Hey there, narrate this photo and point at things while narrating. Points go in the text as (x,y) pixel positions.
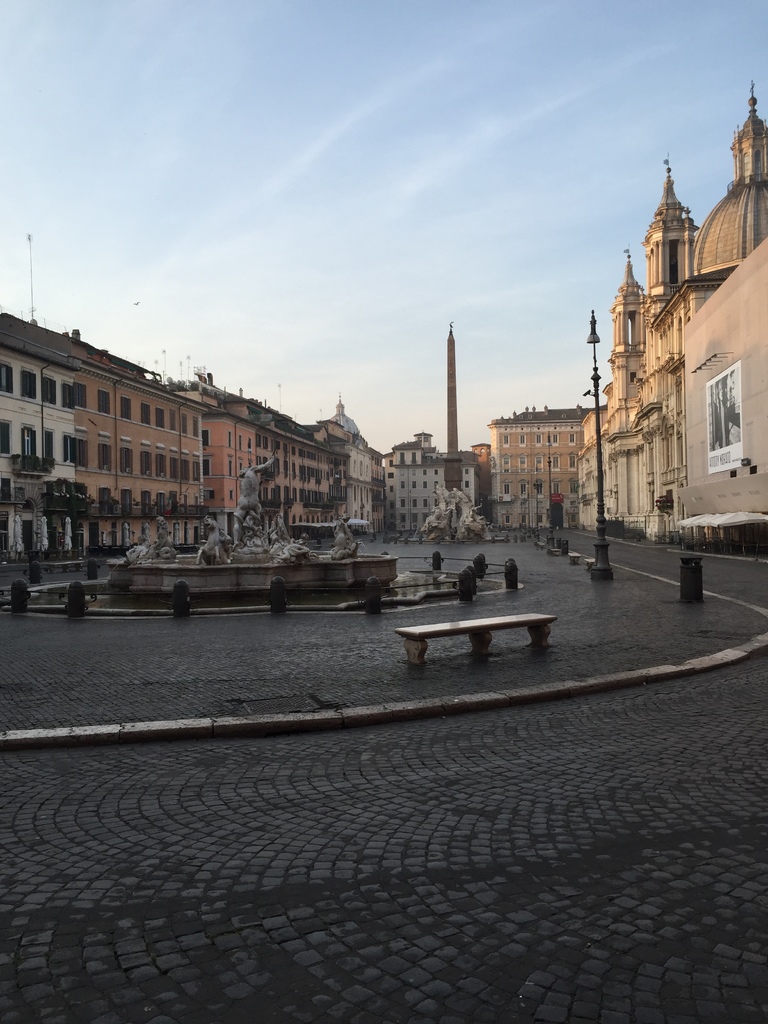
In this image we can see a group of buildings (303,476) with windows (273,472), a tower (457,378), a statue (263,536), some poles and a bench (415,646) on the ground (368,702). On the right side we can see a poster (735,378) on a wall (702,386). We can also see the sky (347,255) which looks cloudy.
